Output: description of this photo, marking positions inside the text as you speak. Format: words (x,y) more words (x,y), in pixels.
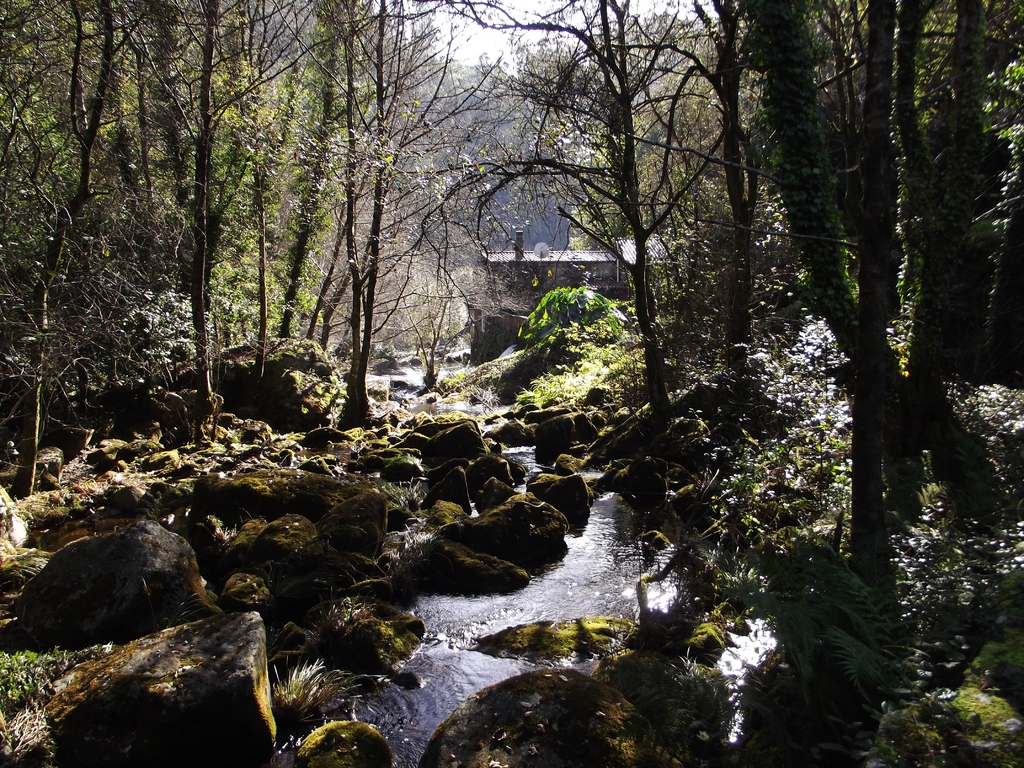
In this image there are trees (646,348) and rocks (450,563) on the surface (522,368). In the middle of the rocks (509,444) there is a water (568,609) flowing and there is a rock structure (577,286). In the background (544,34) there is the sky (518,42).
